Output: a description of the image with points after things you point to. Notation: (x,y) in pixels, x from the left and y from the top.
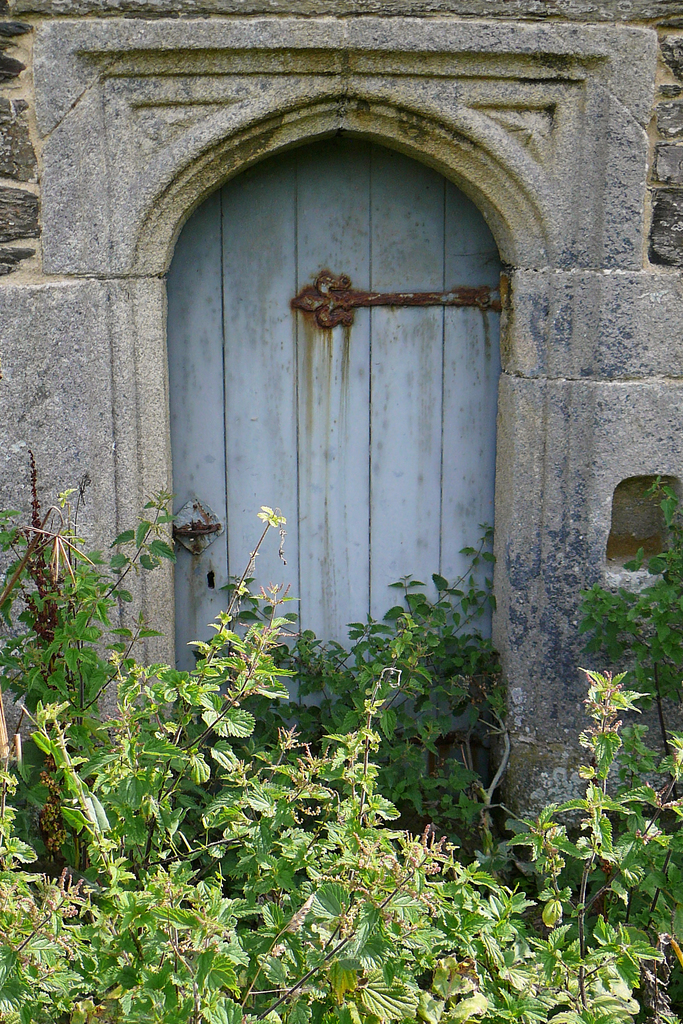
In this image there is a door (344,478) in the middle (350,401). Beside the door (462,414) there is a wall (632,494). At the bottom (319,807) there are plants (452,811).
